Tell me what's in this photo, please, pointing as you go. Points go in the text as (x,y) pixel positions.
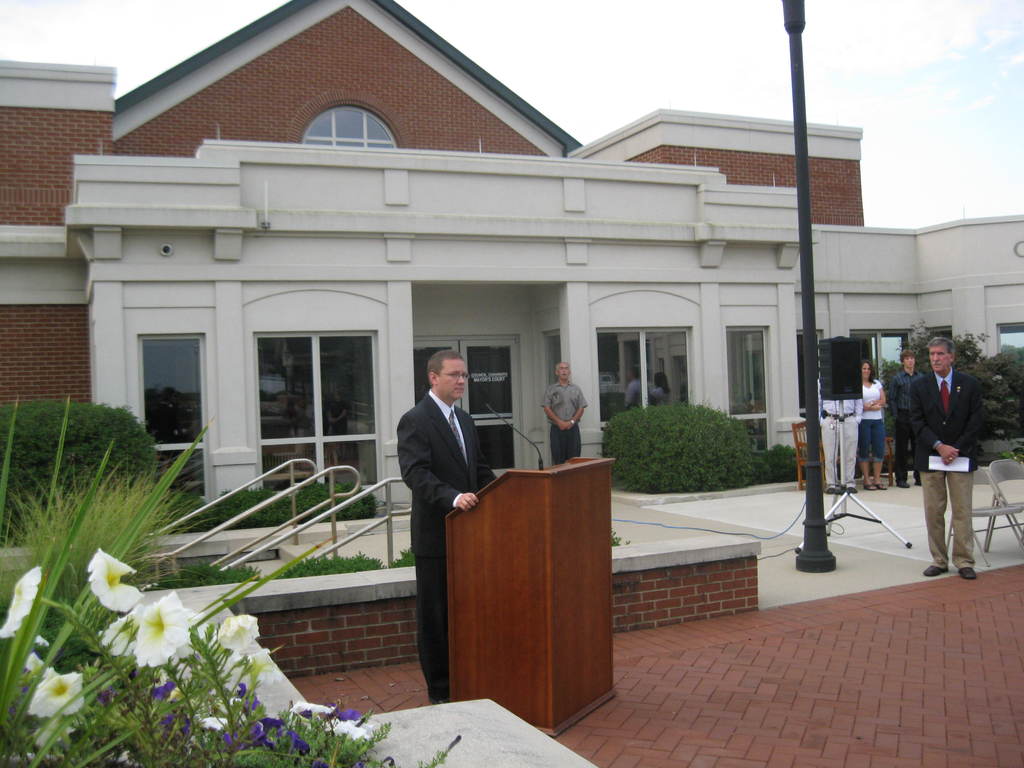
In this image there is a house (294,273) with the glass windows (291,374) in the background (294,358). In front of it there is a person (477,457) standing near the podium (562,532). On the right side (896,408) there are few people (897,407) standing on the floor (888,512) near the speaker (842,380). At the top (903,55) there is sky (895,67). On the side there are flowers (141,647) in the garden (107,655).
